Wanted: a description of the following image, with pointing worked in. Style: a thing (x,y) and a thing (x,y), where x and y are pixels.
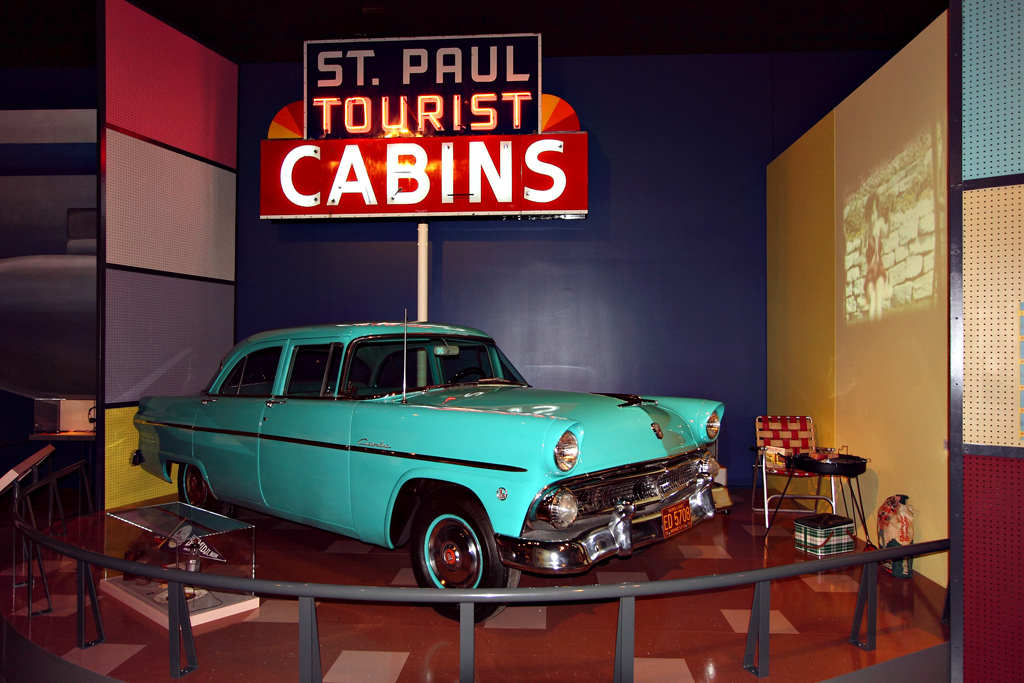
This is a display (265,641) in which car (491,469) is placed to showcase the people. Behind the car (454,366) there is a board (429,150) named St Paul tourist cabins. On the right (800,444) there is a chair (794,422) and a small grill (836,467).
